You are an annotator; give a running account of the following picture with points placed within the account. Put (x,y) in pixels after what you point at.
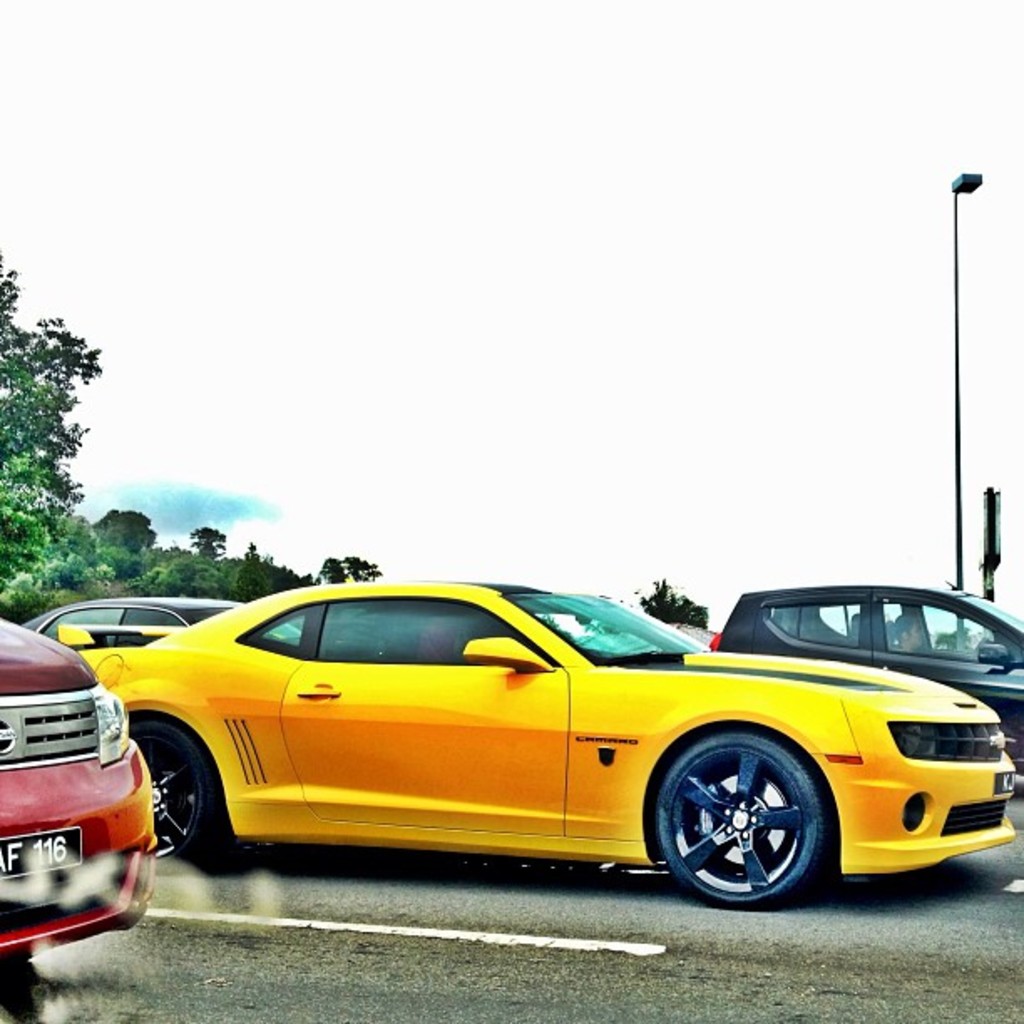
In this image I can see the road (500,958) and few cars (284,790) on the road (520,962). In the background (39,496) I can see a pole (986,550), few trees (58,545) and the sky (567,310).
